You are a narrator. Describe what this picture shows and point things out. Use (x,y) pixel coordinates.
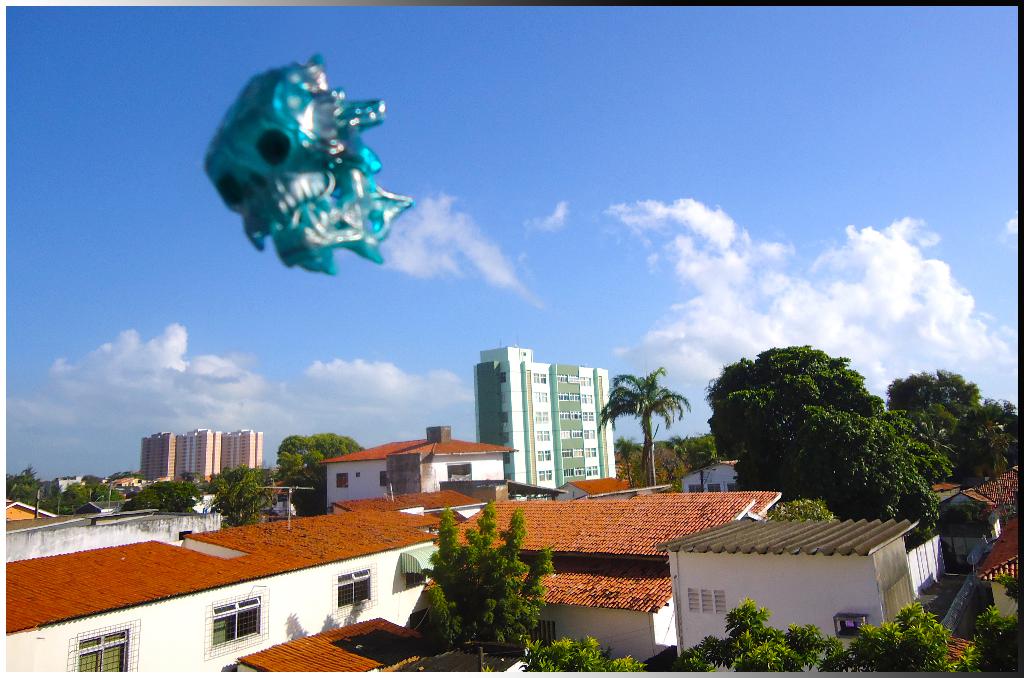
In this image I can see a mask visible at the top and I can see the sky (412,85) at the top (808,165) and at the bottom (336,579) I can see the houses (673,575) and trees (627,457) and buildings (201,473).
